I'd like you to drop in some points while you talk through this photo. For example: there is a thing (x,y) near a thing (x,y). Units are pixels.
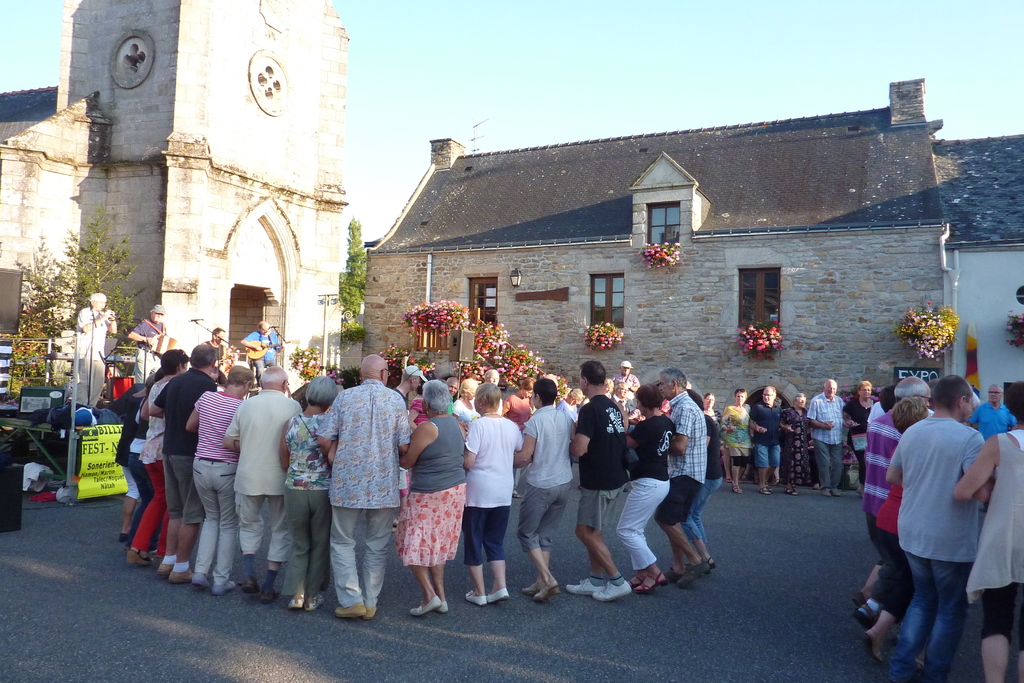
In this image I can see the group of people (597,509) with different color dresses (552,497). To the left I can see few people (88,388) are on the stage (61,422) and these people (90,370) are playing the musical instruments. In the background (432,249) I can see the buildings (441,278) and there are flowers (659,252) to one of the building (641,263). I can also see the sky (492,74) in the back (491,52).
